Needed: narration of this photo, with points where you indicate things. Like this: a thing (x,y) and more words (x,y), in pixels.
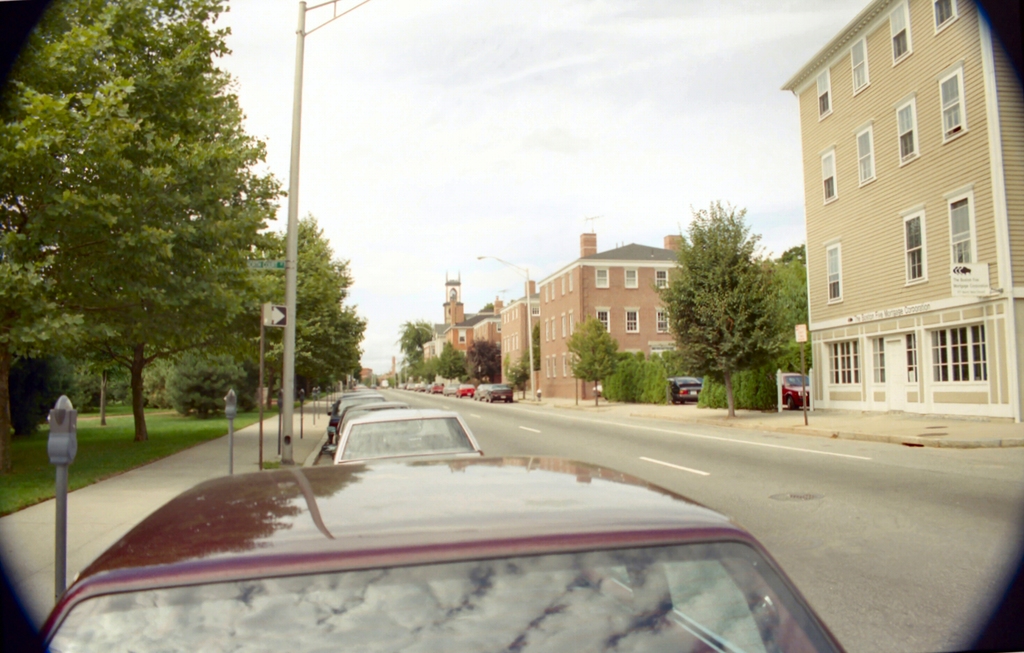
In this image we can see on the right side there are some buildings (551,348) and cars (462,387), on the left side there are some trees (82,59), on the road (462,401) there are some cars (401,535) and street lights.
